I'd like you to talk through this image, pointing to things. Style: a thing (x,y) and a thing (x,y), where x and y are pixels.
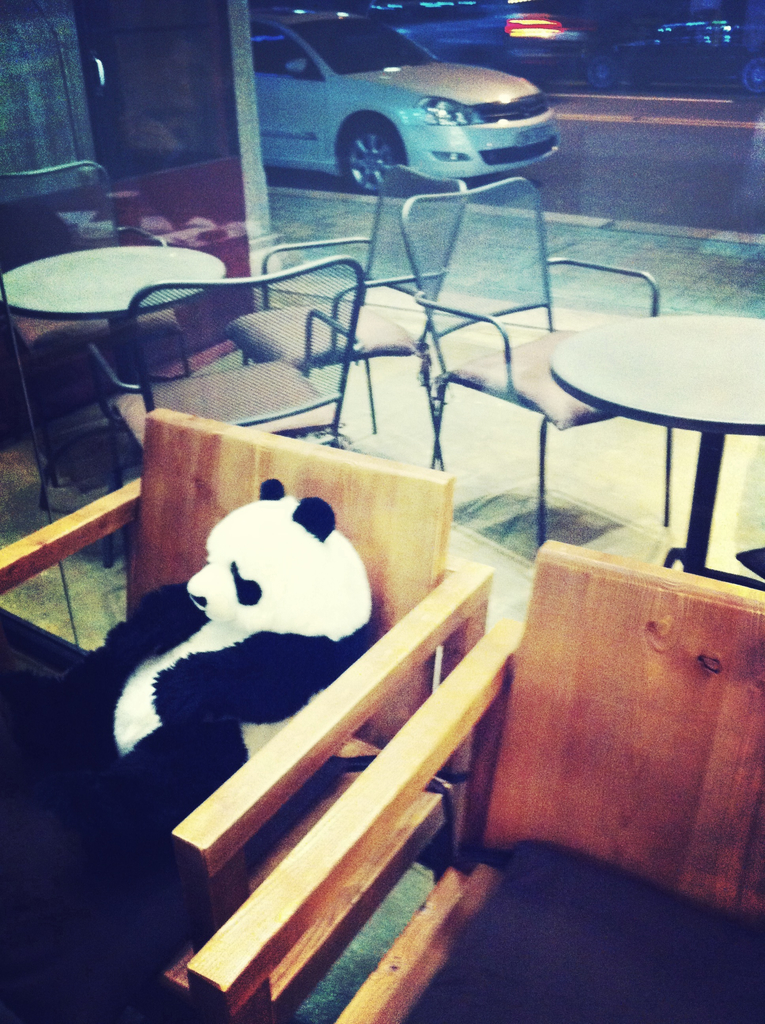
This image is clicked inside. It has car (482,147) on the top (515,118), that car (527,126) consists of headlight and tires (373,129) and window (300,56). There are two tables (713,434) and six chairs (481,256) in this image two chairs (339,521) are wooden they are placed in the front (621,826). There is one toy (200,576) it is like Panda (208,636).
